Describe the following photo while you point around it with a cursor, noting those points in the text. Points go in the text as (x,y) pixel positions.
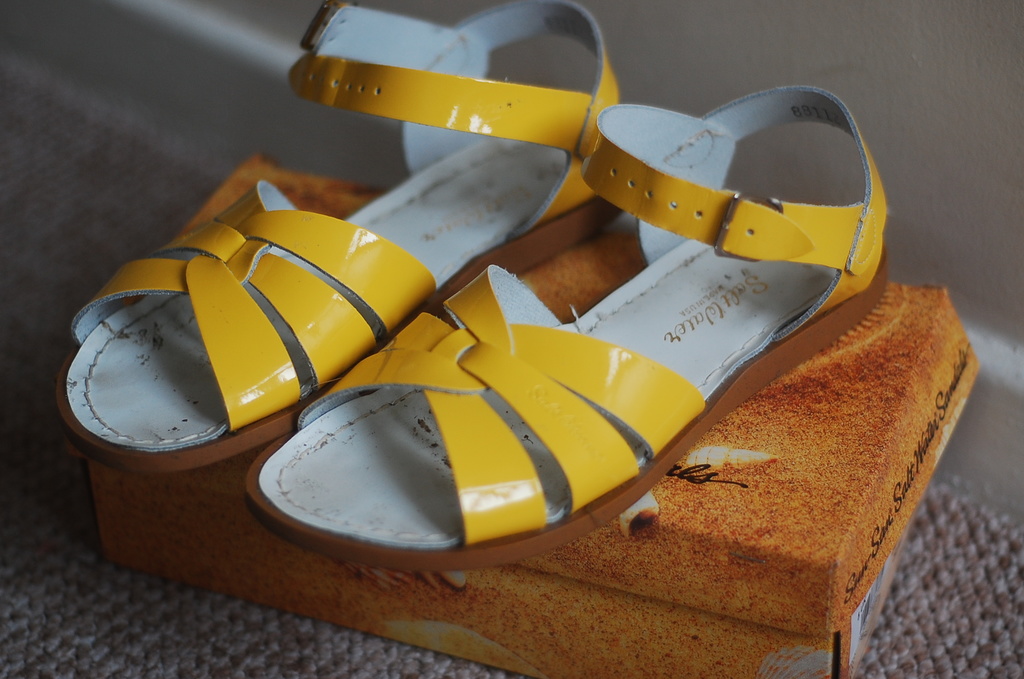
In this image there is a footwear (430,323) on the box (767,464) in the center (359,346).
